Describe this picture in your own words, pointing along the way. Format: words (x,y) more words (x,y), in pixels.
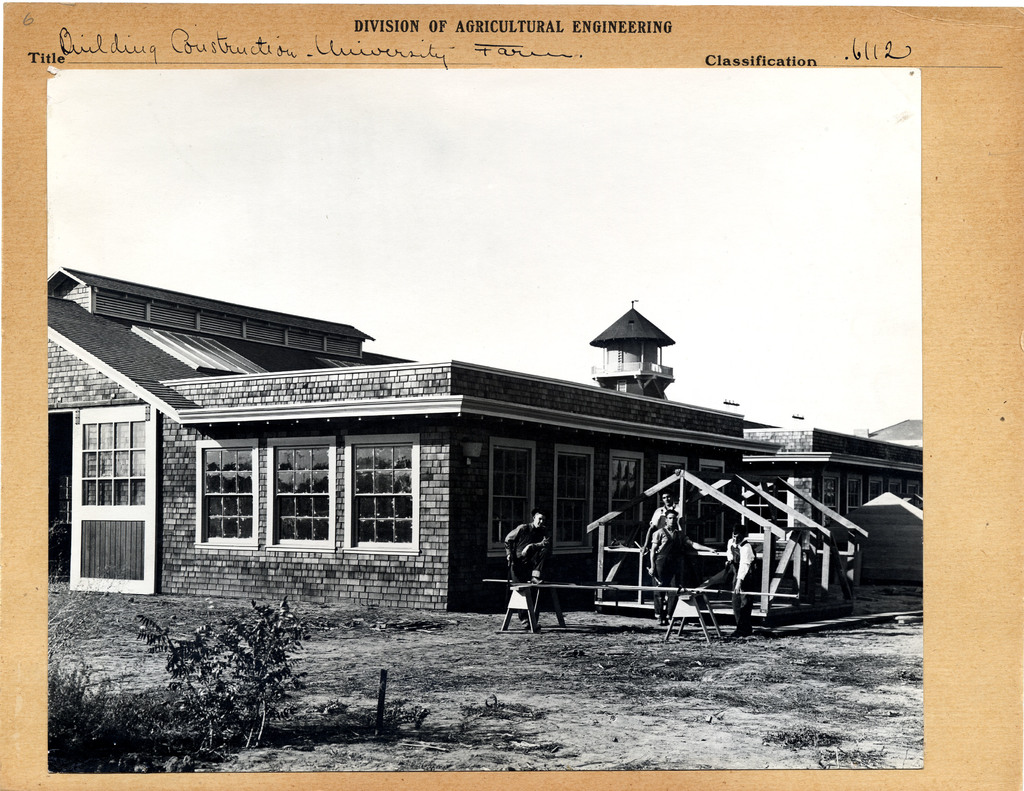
This is an edited image with the borders (156,67). In the foreground (245,684) we can see the plants (240,690) and some persons (668,558). In the center (623,442) we can see the houses (358,432) and a door (120,492) and windows (381,508) of the house (505,476). In the background (793,193) there is a sky (793,193) and we can see there are some objects (808,598) on the ground (575,671) and there is a text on the image.
